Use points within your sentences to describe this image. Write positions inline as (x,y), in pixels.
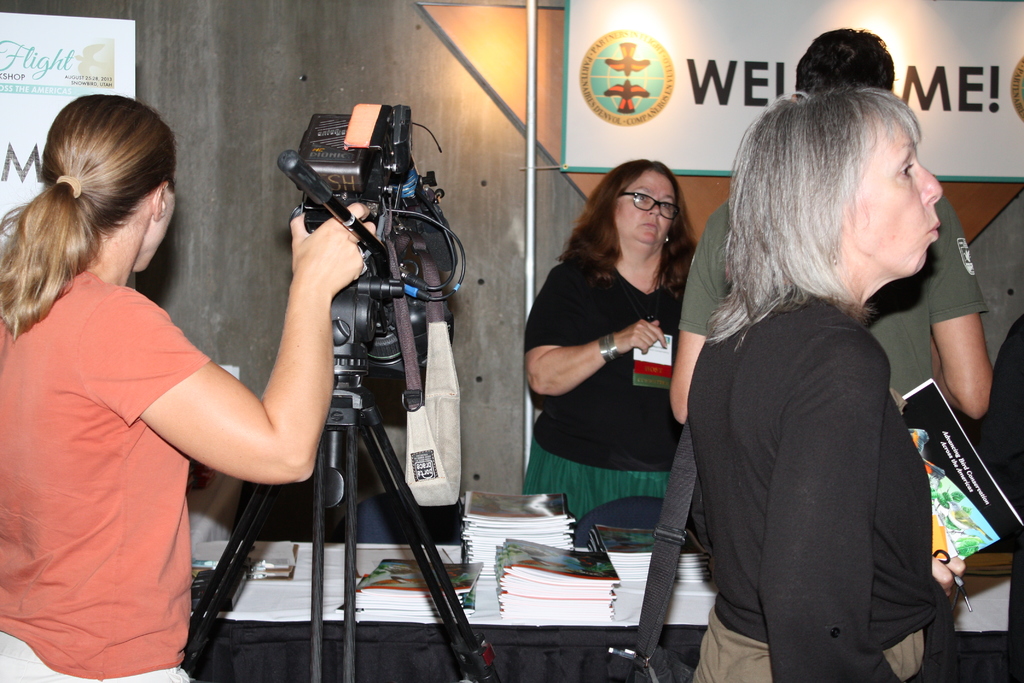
In this image I can see on the left side (303,349) a woman (305,432) is adjusting the camera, she wore t-shirt (116,504). In the middle (593,348) a woman (621,313) is standing, she wore black color t-shirt (609,399). On the right side (811,19) there is a board (797,22) in white color.
